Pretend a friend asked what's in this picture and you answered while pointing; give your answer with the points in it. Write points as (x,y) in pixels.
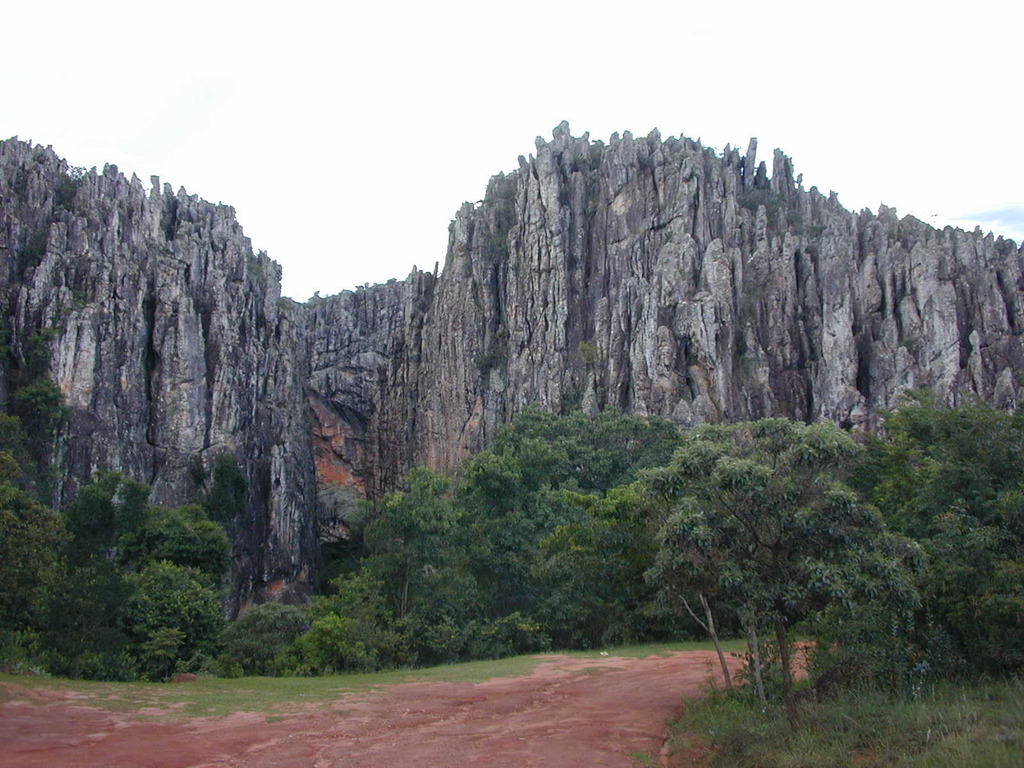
In this image, we can see a rock mountains (472,343). At the bottom (760,699), we can see so many trees (633,617), plants (848,664), grass (1006,757), walk way (606,717).
